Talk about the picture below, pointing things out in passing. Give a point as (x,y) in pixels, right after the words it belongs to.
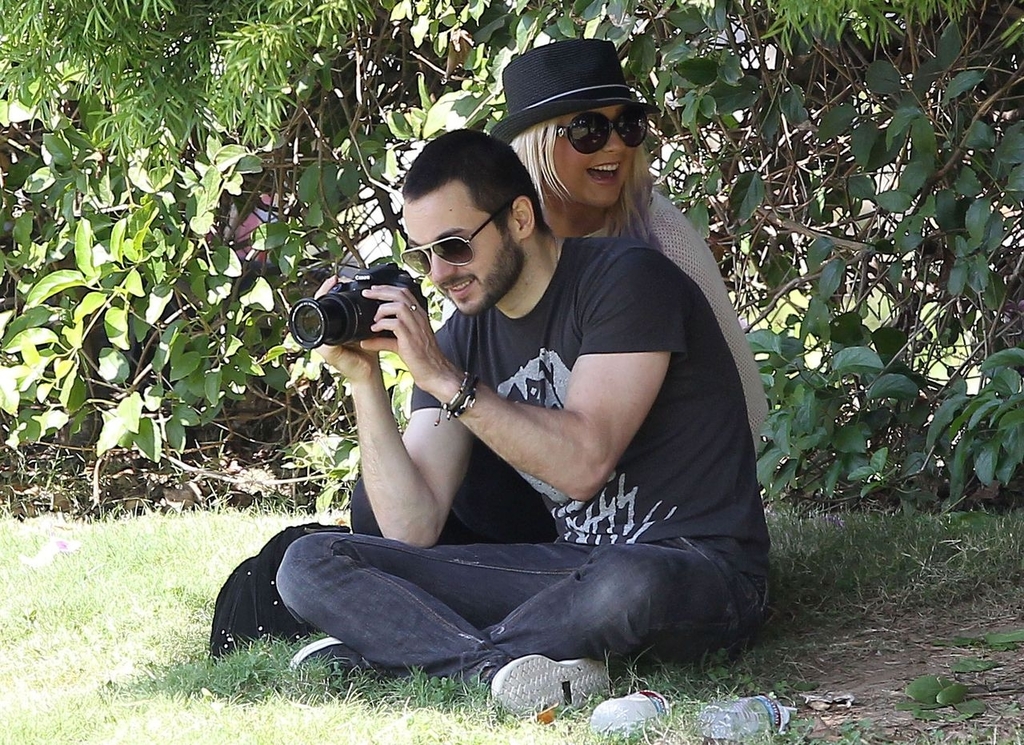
In this picture there is a man (543,315) and woman (626,87), the man (435,428) is holding the camera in his hands (440,368). In the backdrop (332,79) there are plants (821,87).
